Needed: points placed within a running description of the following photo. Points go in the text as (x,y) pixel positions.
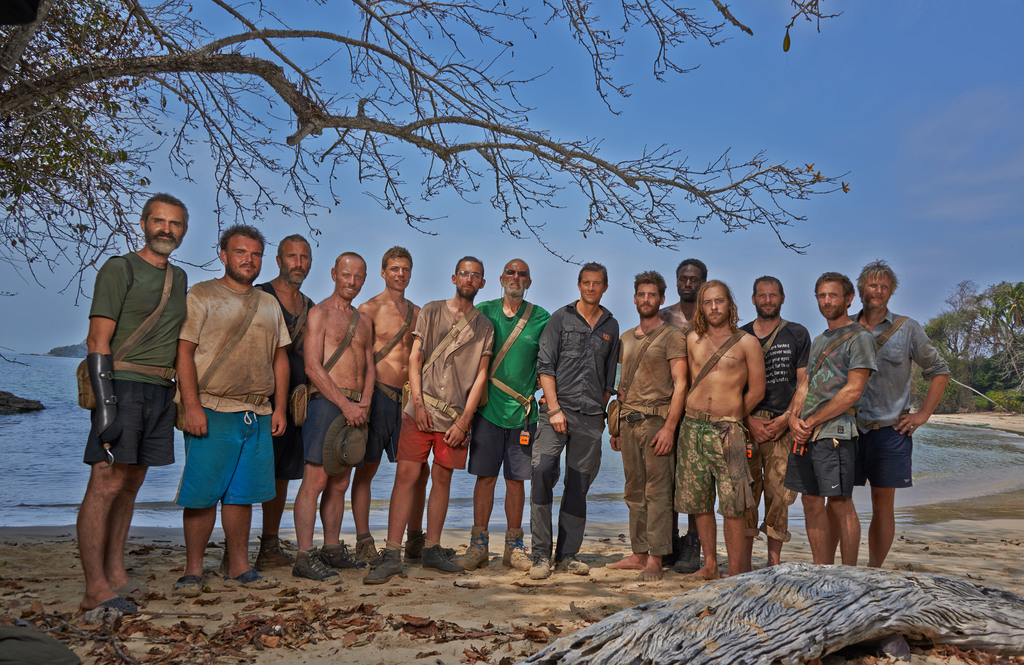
In this picture we can see there are a group of people (475,359) standing on the beach (130,550) and behind the people (698,441) there are trees (1,63), water (59,392) and a sky (745,93).
